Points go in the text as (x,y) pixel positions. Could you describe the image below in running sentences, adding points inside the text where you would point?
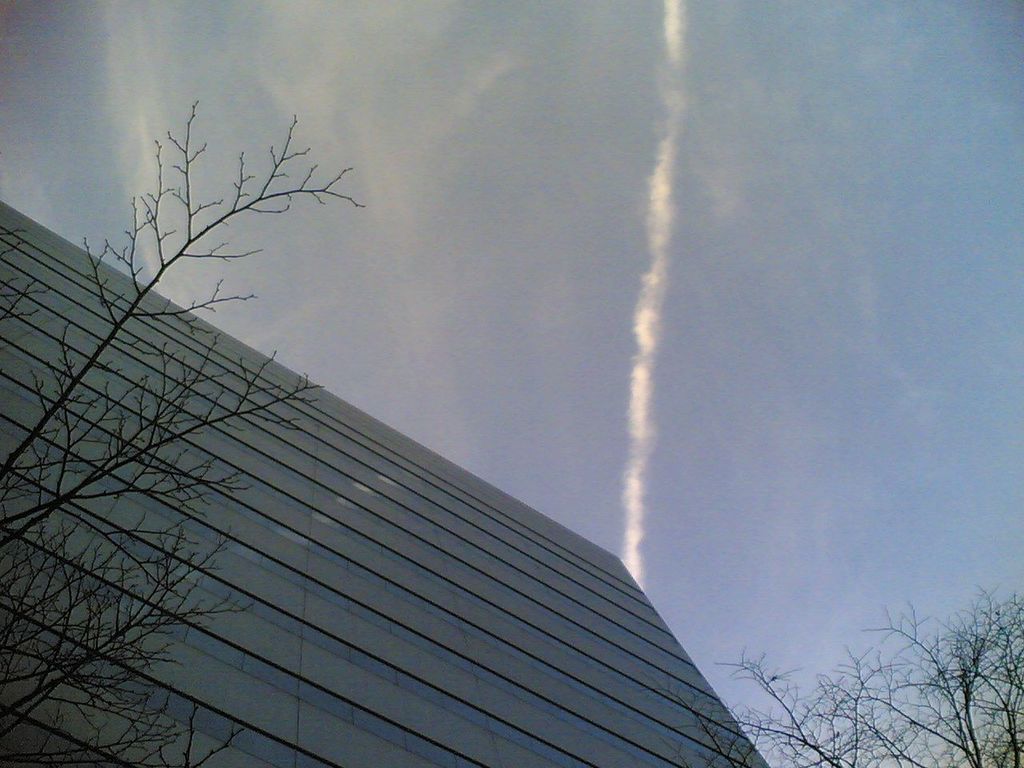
This image is taken from the bottom of the building (361,563). In this image there is a building (448,691) in the middle (350,490) and there are trees (71,599) on either side of the building (681,674). At the top (580,185) there is sky (637,201).
